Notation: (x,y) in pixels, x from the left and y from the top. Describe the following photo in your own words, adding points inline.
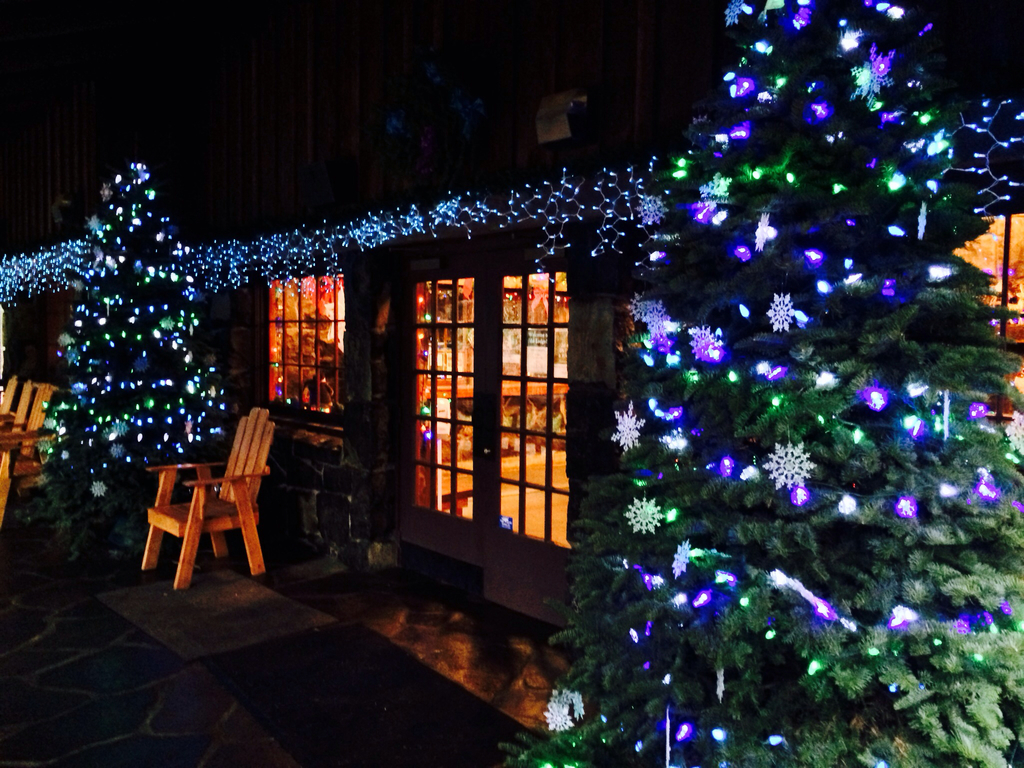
In this picture we can see a house (338,214) in nicely decorated with a colourful lights (543,257). These are windows (327,363). We can see chairs (200,487) here. Near to the house (526,262) we can see two christmas trees (825,282), which are decorated very beautifully with lights (178,333).
